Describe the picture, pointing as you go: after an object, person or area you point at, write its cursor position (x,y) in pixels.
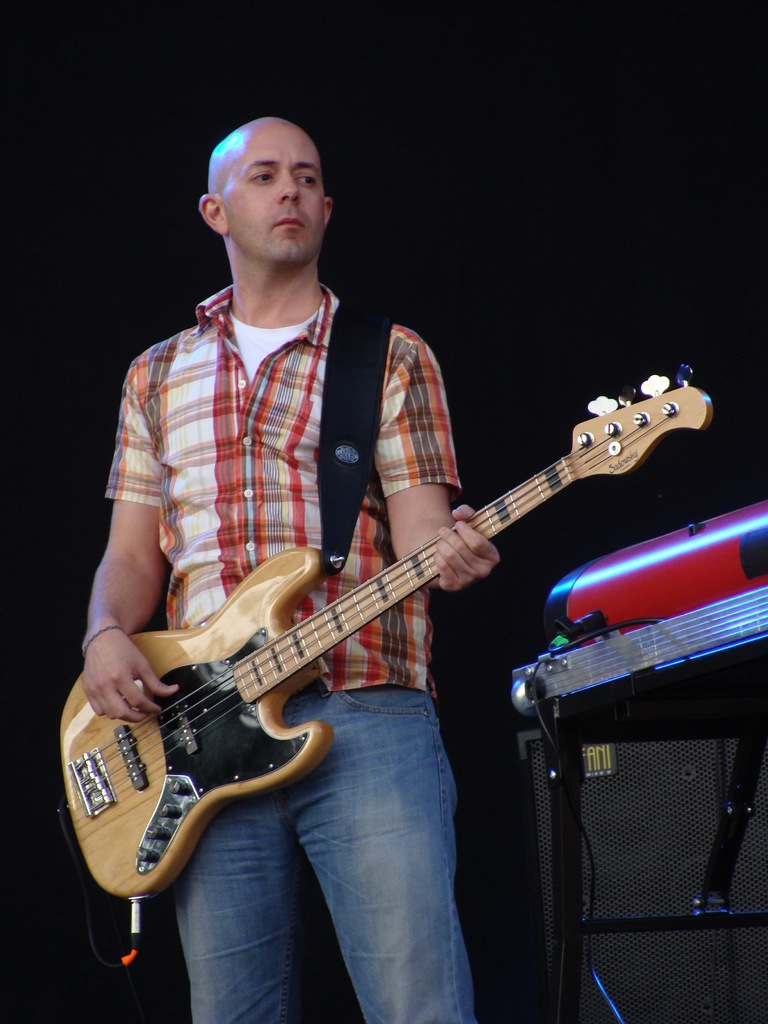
In this picture there is a man (394,430) standing, he is holding the guitar (196,803) with his left hand (452,576) and playing the guitar (186,736) with his right hand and is staring at something, and there is a music equipment (601,585) beside him.
